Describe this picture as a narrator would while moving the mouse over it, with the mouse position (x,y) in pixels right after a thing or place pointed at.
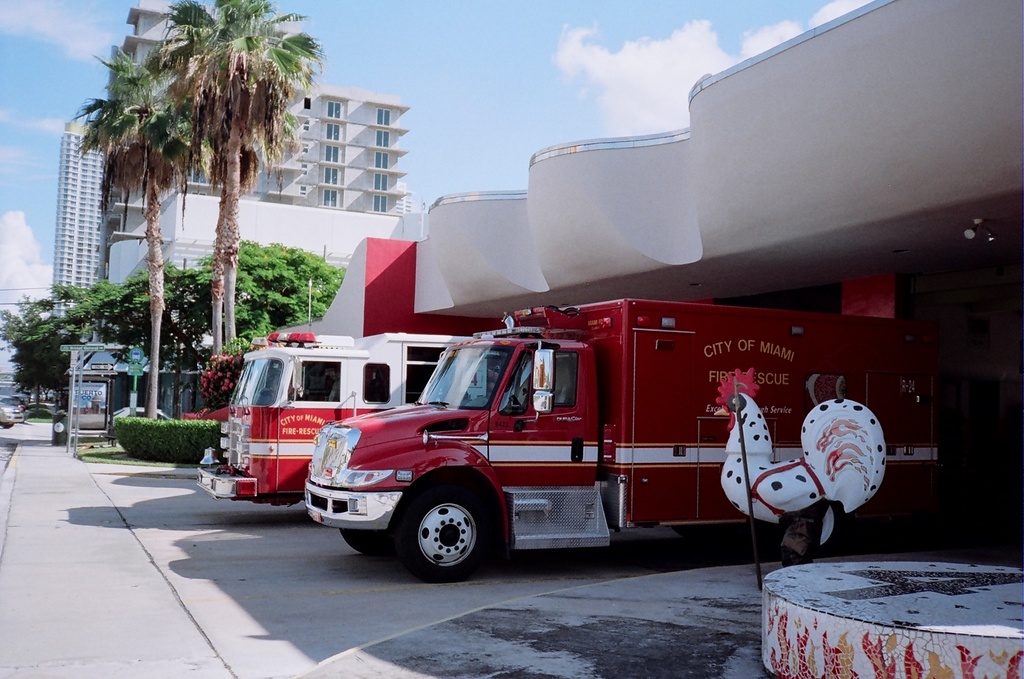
In this picture there are two fire brigade van (350,439) parked under the white shed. Behind there is a coconut trees (250,125) and white color building (271,231). In the front (795,526) bottom side there is a white color rooster statue (810,521).
